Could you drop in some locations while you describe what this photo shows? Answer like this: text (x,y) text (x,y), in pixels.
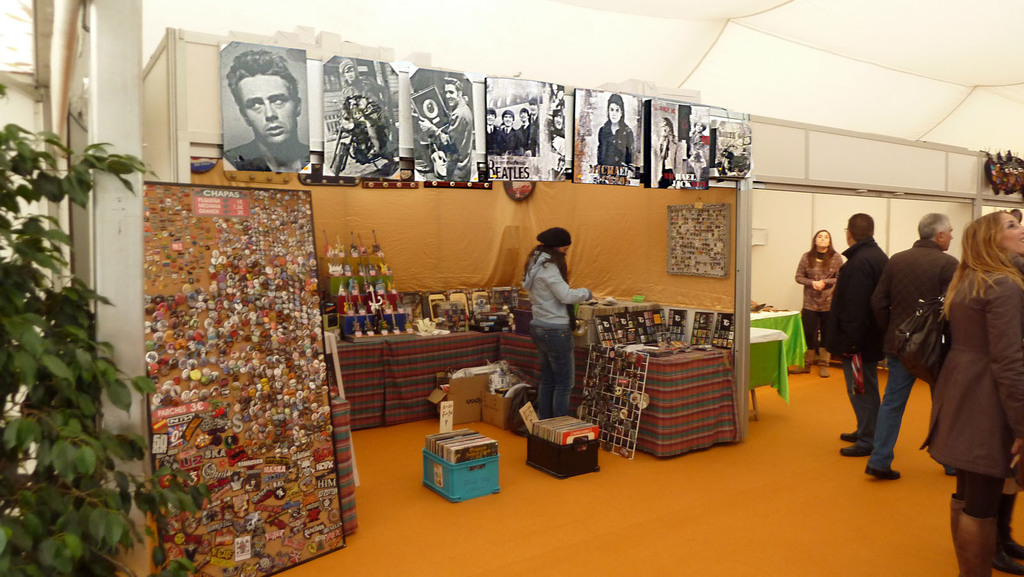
The picture is clicked inside a tent (840,27). On the left (14,423) there is a plant (31,384). In the background (246,64) there are posters (367,88), trays (434,463), tables (413,362) and other objects (610,316). On the right (931,307) there are people (925,293). In the background (766,351) to the right (774,328) there are tables (763,360) and a woman (808,273) standing.
